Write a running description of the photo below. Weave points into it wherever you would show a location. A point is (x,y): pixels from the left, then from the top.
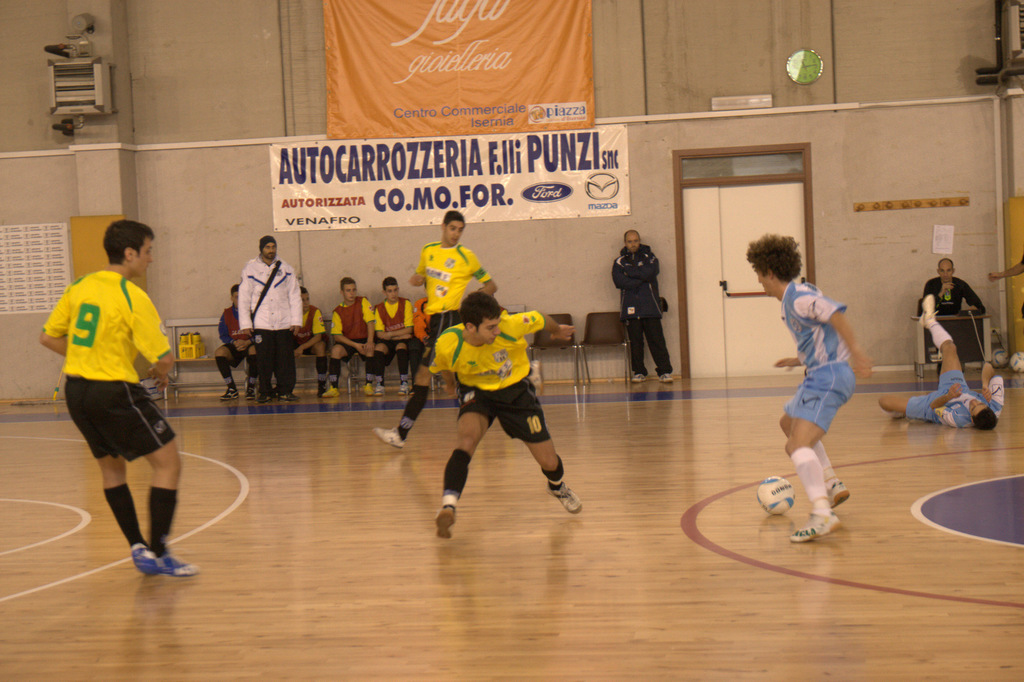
In the center of the image (495,381) we can see people (788,436) playing a game. In the background (343,322) there are people (368,338) sitting and we can see a door (763,294). There are boards (416,148) placed on the wall (164,201). At the bottom (782,507) there is a ball (779,504).
